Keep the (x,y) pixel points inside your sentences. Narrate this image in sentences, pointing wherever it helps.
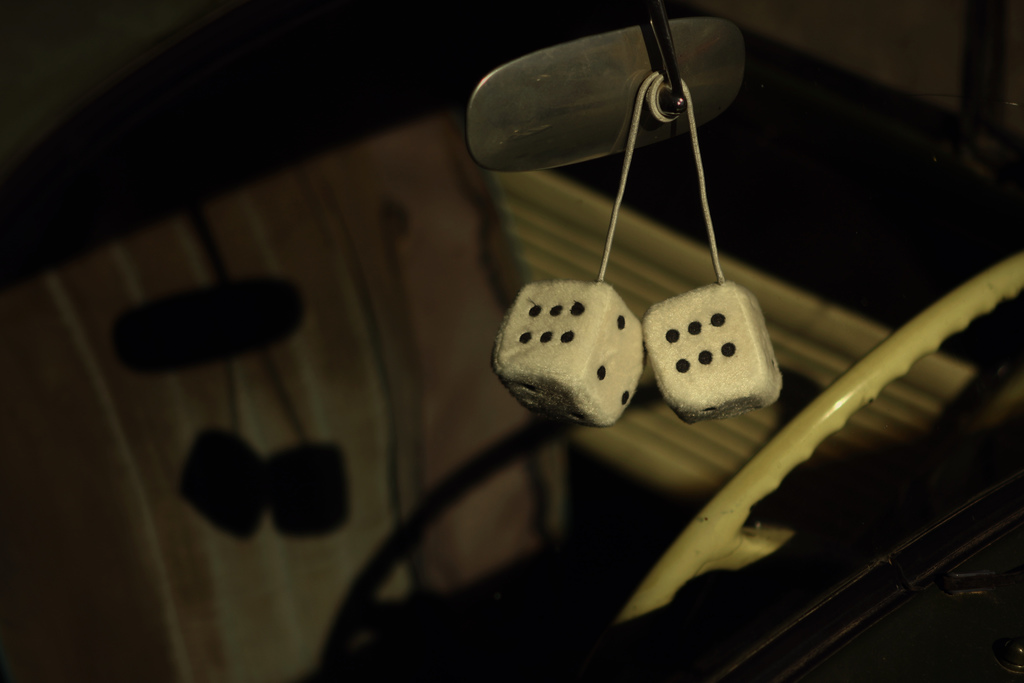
In this image we can see dice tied to the inside mirror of a vehicle (641,161) with the help of a thread (697,161) and we can see the inside view of the vehicle (775,513) where as we can see steering (777,454), cloth (301,467) on the seat (311,365) and a side door (668,247).
